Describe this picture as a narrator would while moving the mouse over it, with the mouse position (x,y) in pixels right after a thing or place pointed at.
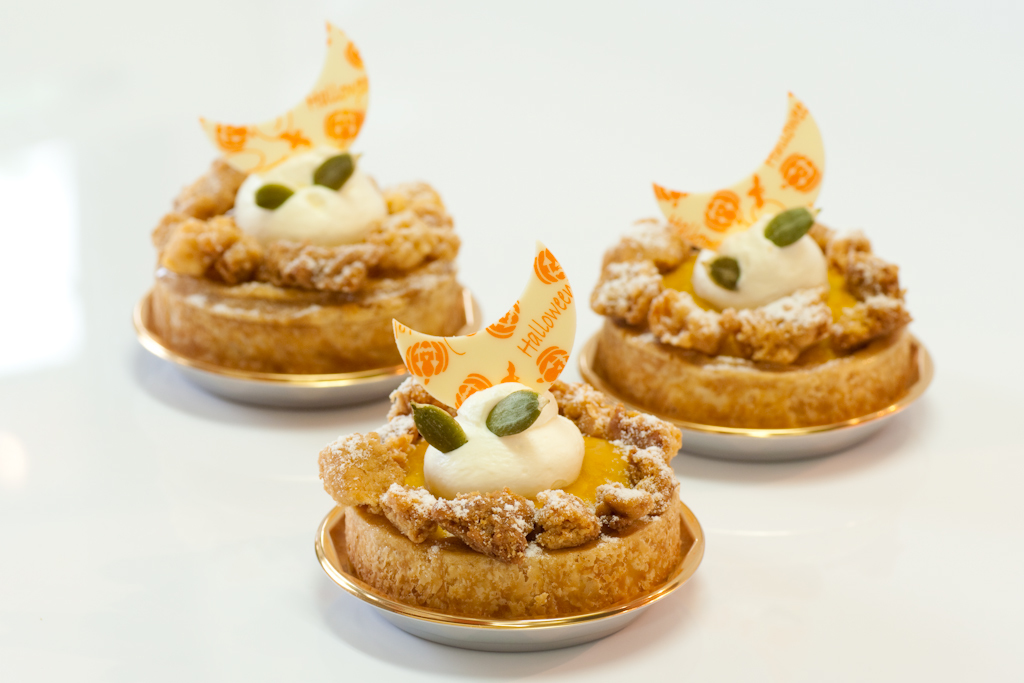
In this image we can see food items (364,326) on the plate (139,327), the background (446,31) is white.
